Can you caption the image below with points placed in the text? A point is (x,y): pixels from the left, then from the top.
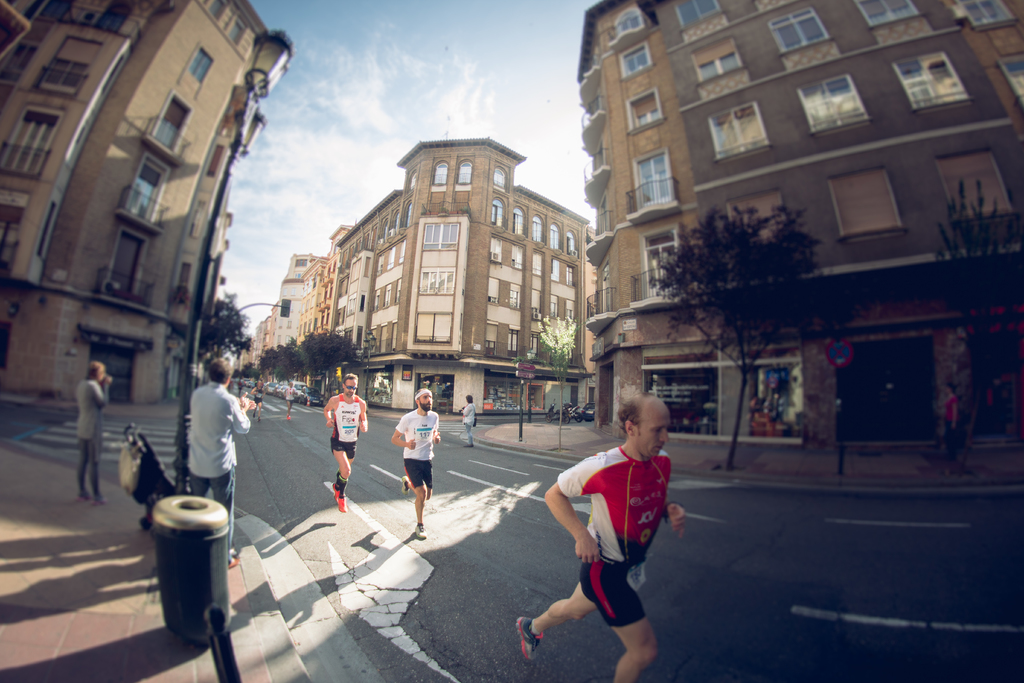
In this picture we can see five persons (353,420) are running, in the background (699,125) there are some buildings (413,162) and trees (310,366), on the left side (253,68) there is a pole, light (263,53) and a dustbin (216,568), on the right side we can see signboards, there are two persons (199,414) standing on the left side (92,417), we can see the sky (464,46) at the top of the picture (464,46).
